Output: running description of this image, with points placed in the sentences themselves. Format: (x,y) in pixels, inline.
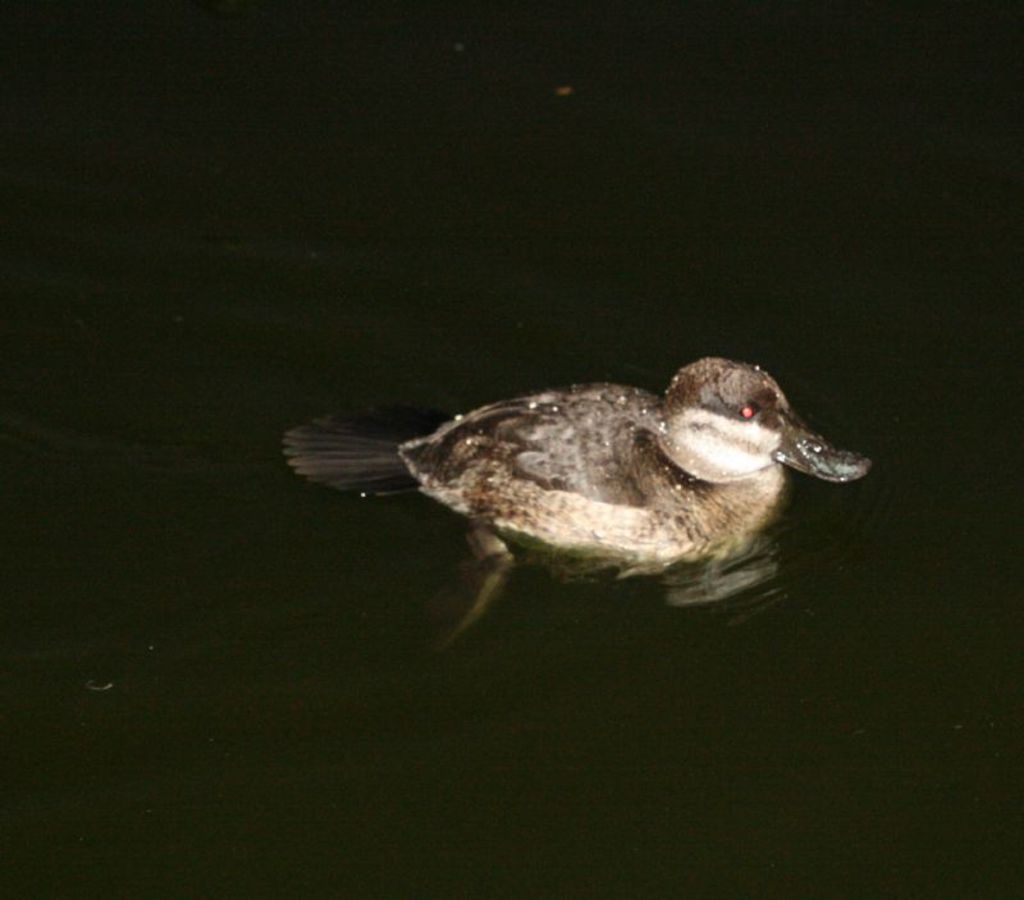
In this image, I can see a duck (446,480) in the water (644,619).
